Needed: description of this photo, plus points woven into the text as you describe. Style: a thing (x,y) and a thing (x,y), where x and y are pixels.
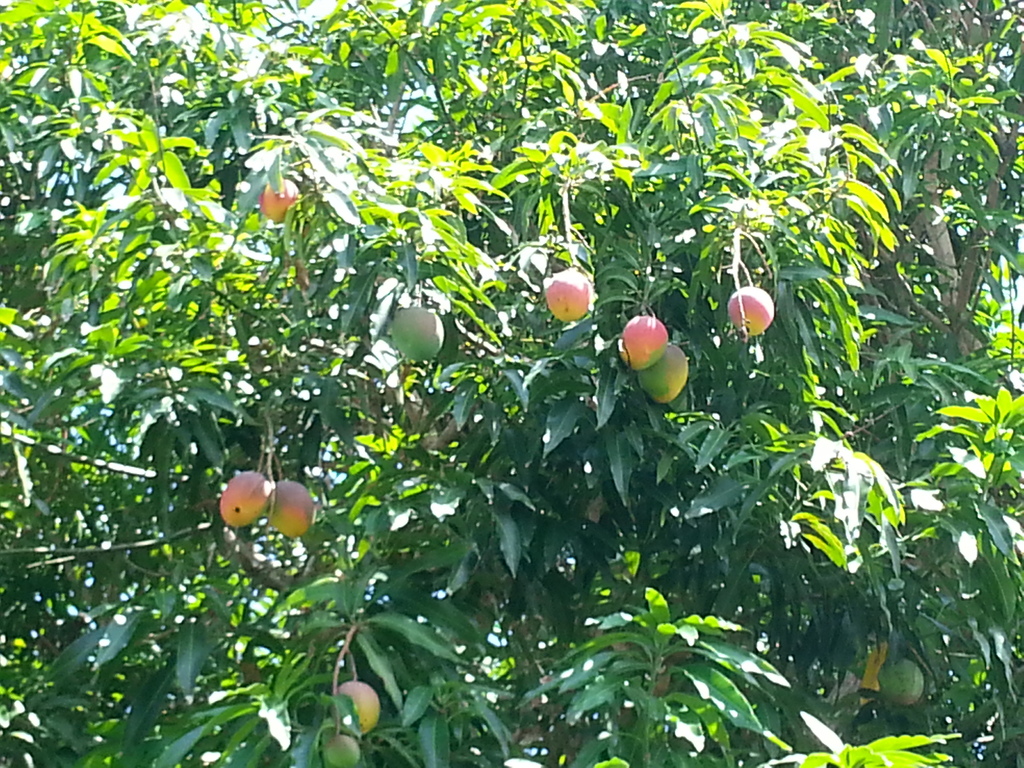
In this image we can see branches (399,422) of trees (485,595) with fruits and leaves (462,423).
